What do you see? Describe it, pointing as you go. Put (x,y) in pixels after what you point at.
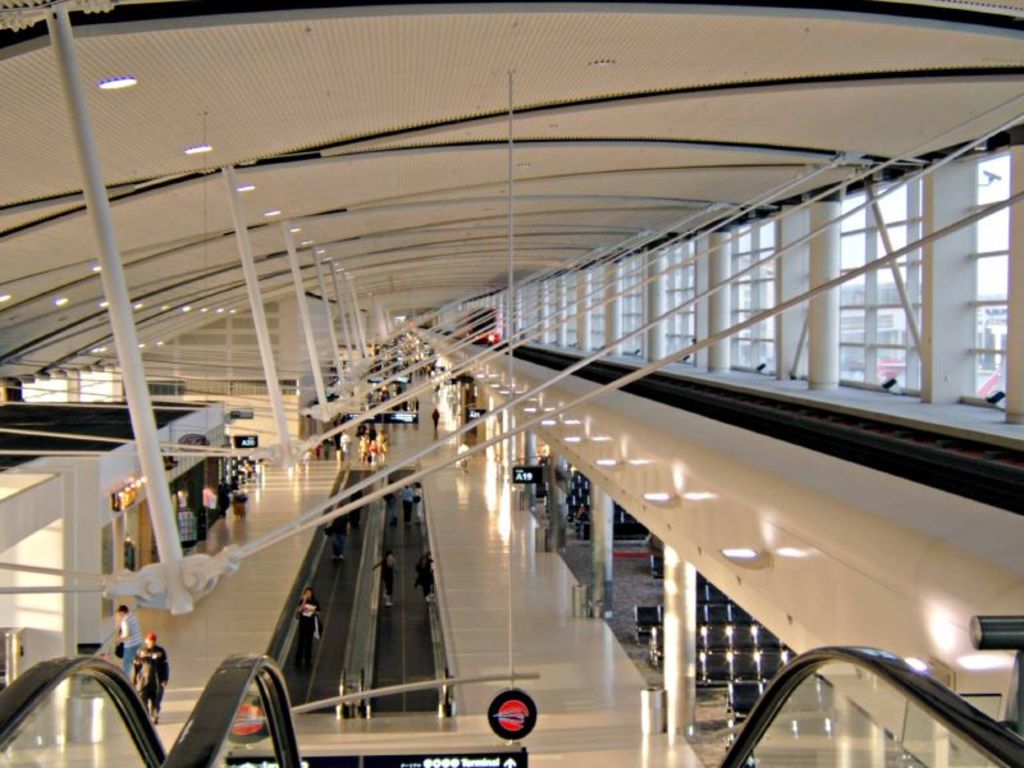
This image is clicked from a top view. There are people (364,442) walking on the floor (509,527). On the left side of the image (133,538) there are stalls (109,542). To the right (684,700) there are pillars (670,620). There are dustbins (656,705) near the pillars (671,671). At the top (465,136) there is a ceiling (419,161). There are lights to the ceiling (195,266). To the right (979,241) there are pillars (825,263) and glass walls (873,259).
